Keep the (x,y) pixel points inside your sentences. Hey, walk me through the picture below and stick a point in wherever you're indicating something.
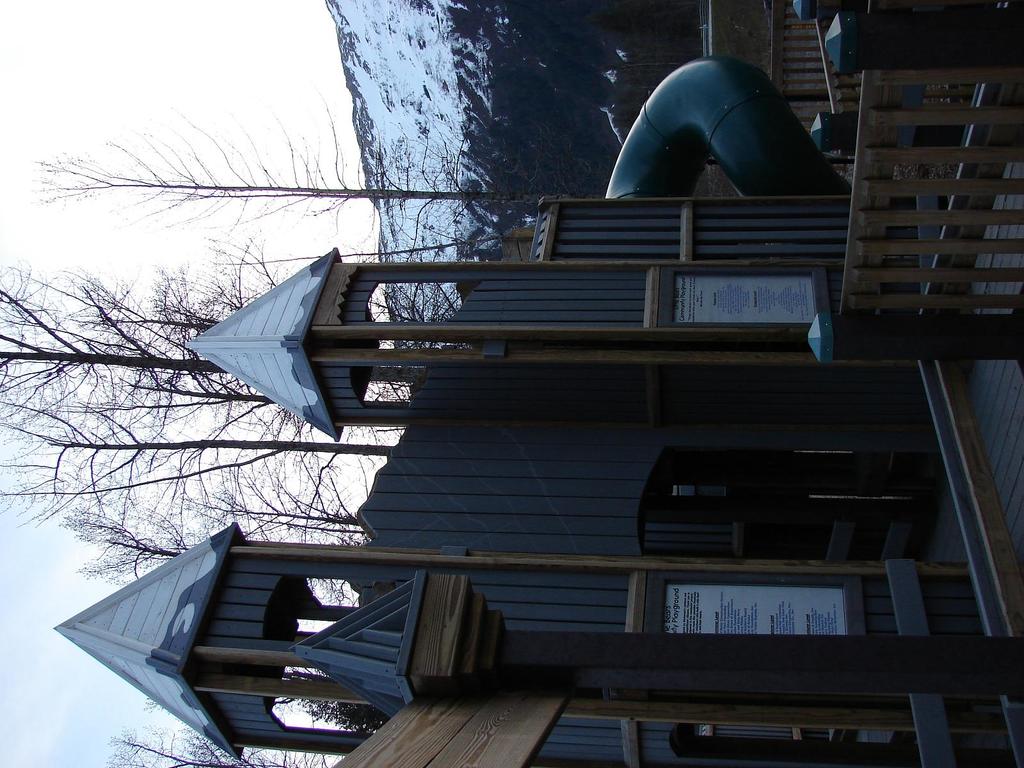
In this image there is one building (847,404) and on the right side (947,233) there is a fence (887,244) and some pipes (755,125), in the background (604,105) there are some trees (396,192) and mountains (410,108). On the left side (100,315) there is sky (68,715).
